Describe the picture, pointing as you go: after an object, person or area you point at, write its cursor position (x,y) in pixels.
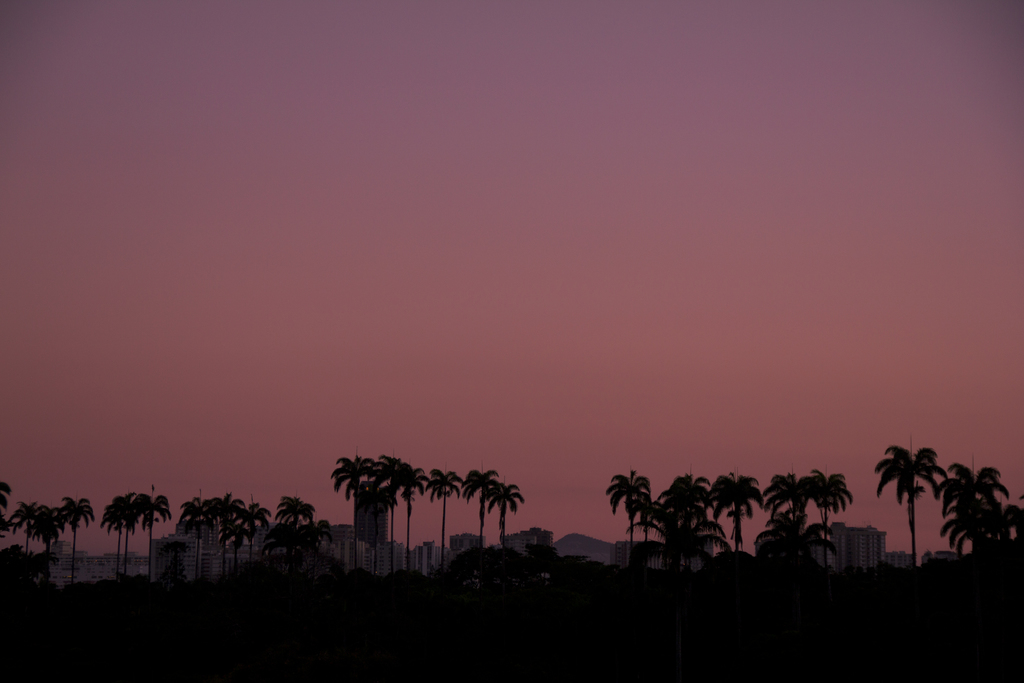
As we can see in the image there are trees (520,578) and buildings (869,560). On the top (332,168) there is sky (443,157).
